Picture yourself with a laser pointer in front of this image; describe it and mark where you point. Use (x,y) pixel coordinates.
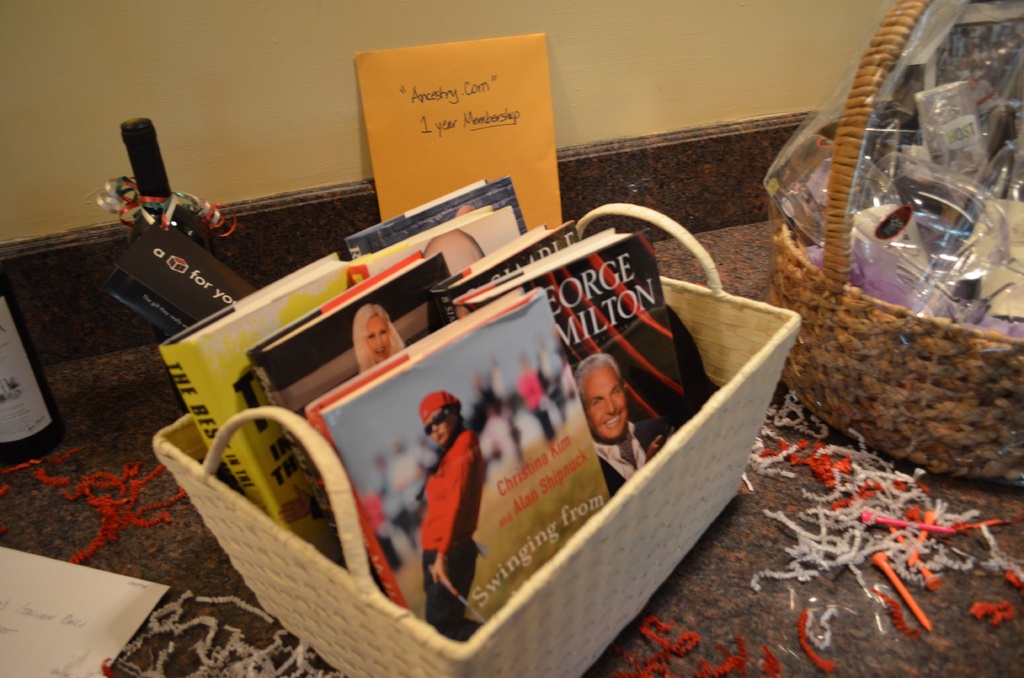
In this image there are baskets (714,383) and we can see books (576,313) and some things (945,269) placed in the baskets (792,305). At the bottom (753,561) there is a countertop (713,579) and we can see cards (65,627) and bottles (166,191) placed on the countertop (173,592). In the background (220,119) there is a wall (258,63).
